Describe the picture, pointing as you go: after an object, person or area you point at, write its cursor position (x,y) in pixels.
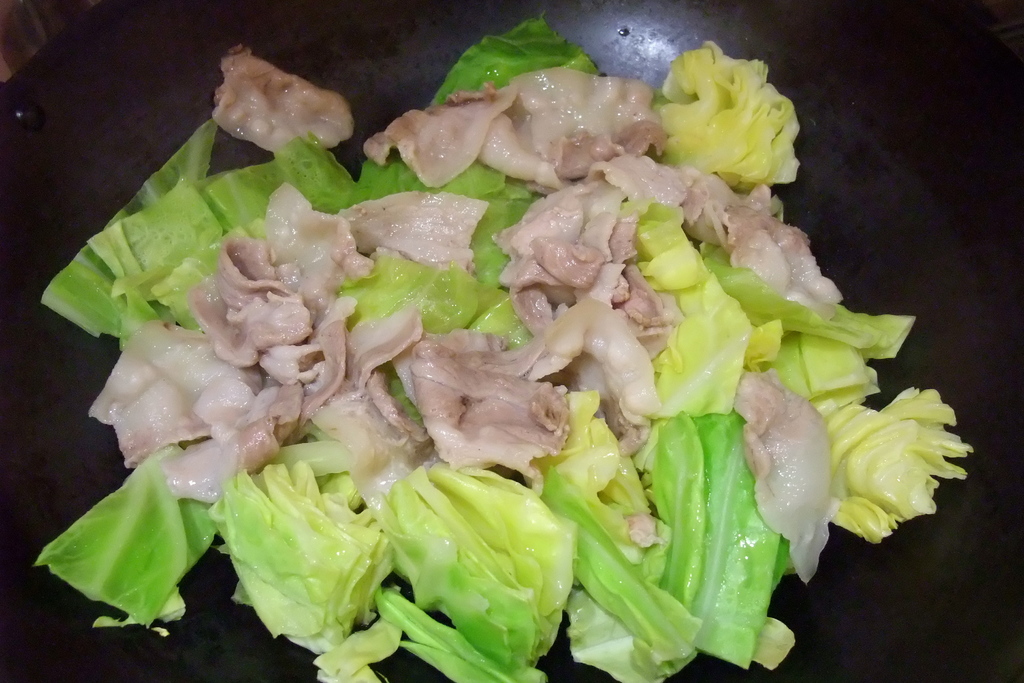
In this image I can see the food (427,526). I can see the food (607,422) is on the black color surface (951,593).
